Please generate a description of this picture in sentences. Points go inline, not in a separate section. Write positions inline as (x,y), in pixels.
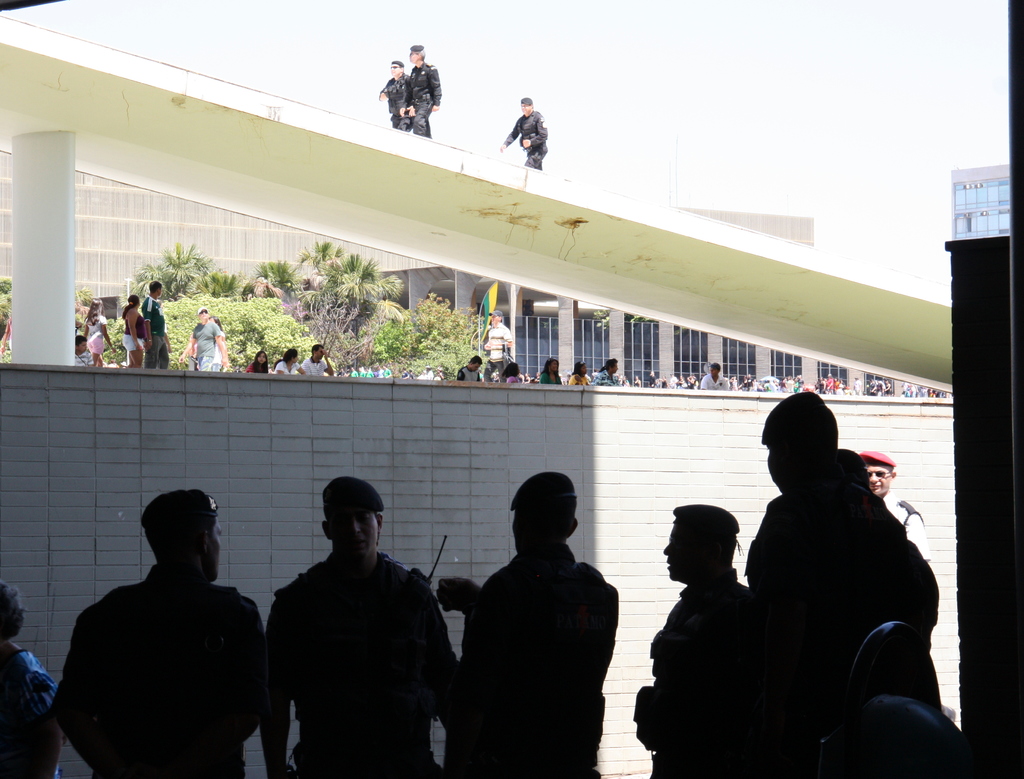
In the foreground of the picture (478,626) there are people (751,624) standing, behind them there is a wall (402,425). In the center of the picture (521,382) there are people (387,368), trees (381,337), building (105,242) and a bridge (491,226). Sky (860,62) is sunny.
